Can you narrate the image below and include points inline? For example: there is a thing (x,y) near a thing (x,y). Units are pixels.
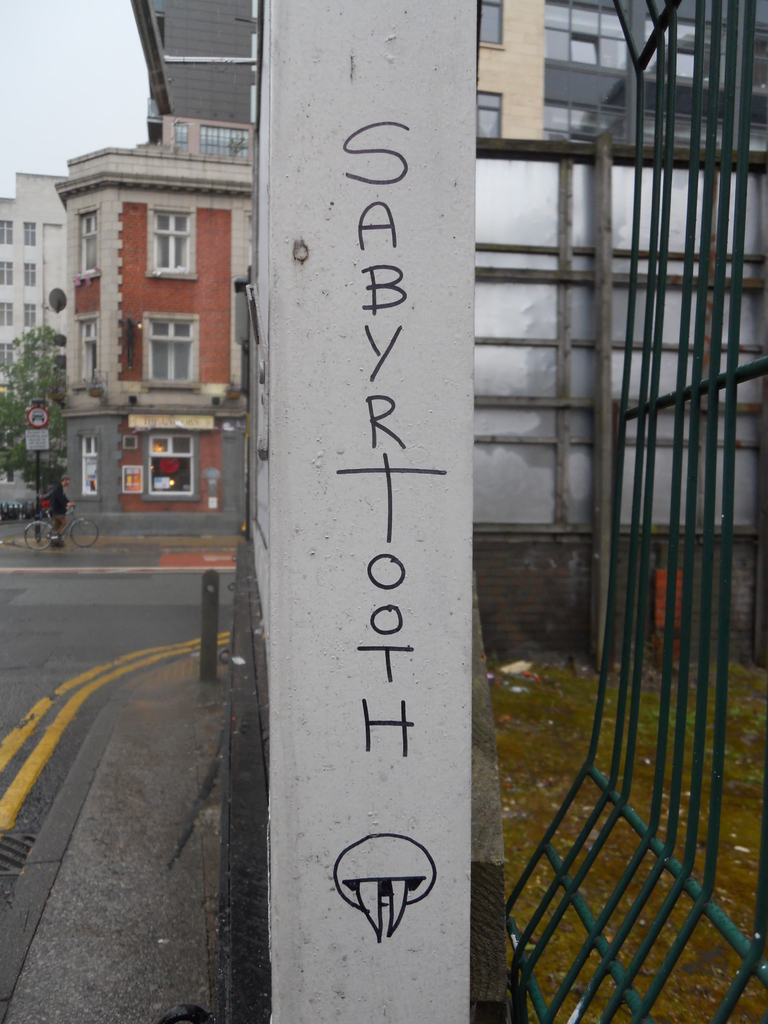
There is a symbol (340,892) and text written on a pole (307,985). In the background (180,607) there is a road (27,653), sign pole (45,448), bicycle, a person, buildings (15,219), poles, windows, posters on the wall (120,490), glass doors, trees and sky (76,15).
